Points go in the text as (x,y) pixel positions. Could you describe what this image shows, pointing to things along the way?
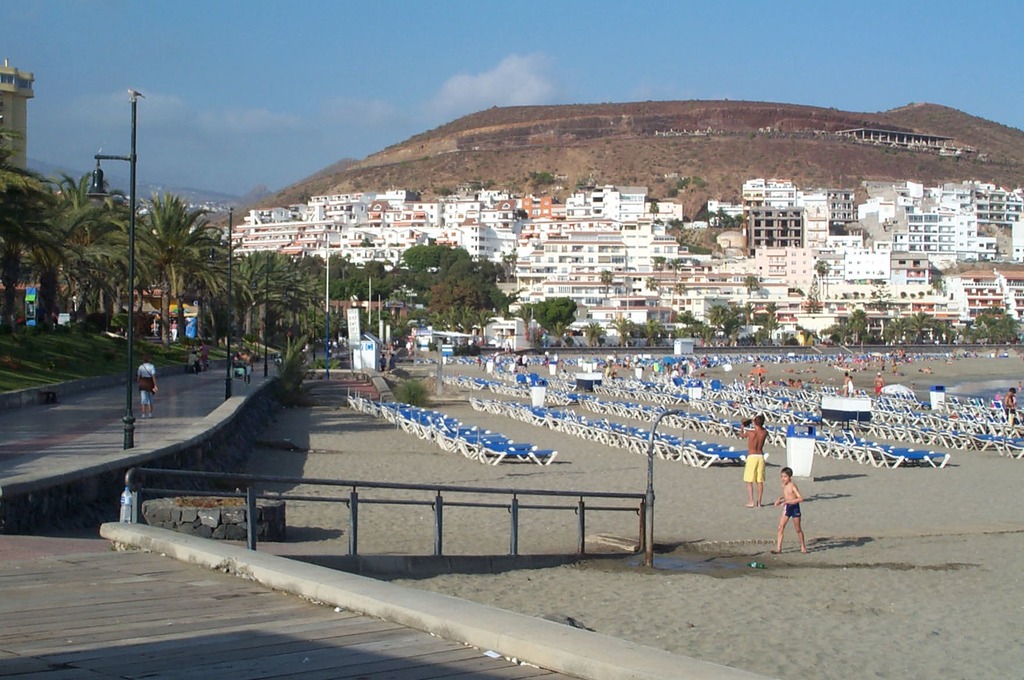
In the picture we can see a sand surface (790,591) on it we can see some people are walking and we can see benches (612,427) which are blue in color and near to it we can see a wall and path (24,566) and some poles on it and we can also see some trees (245,288) and in the background (316,226) we can see house buildings (523,251) and behind it we can see a hill (274,198) and some construction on it and behind it we can see a sky (367,113).
